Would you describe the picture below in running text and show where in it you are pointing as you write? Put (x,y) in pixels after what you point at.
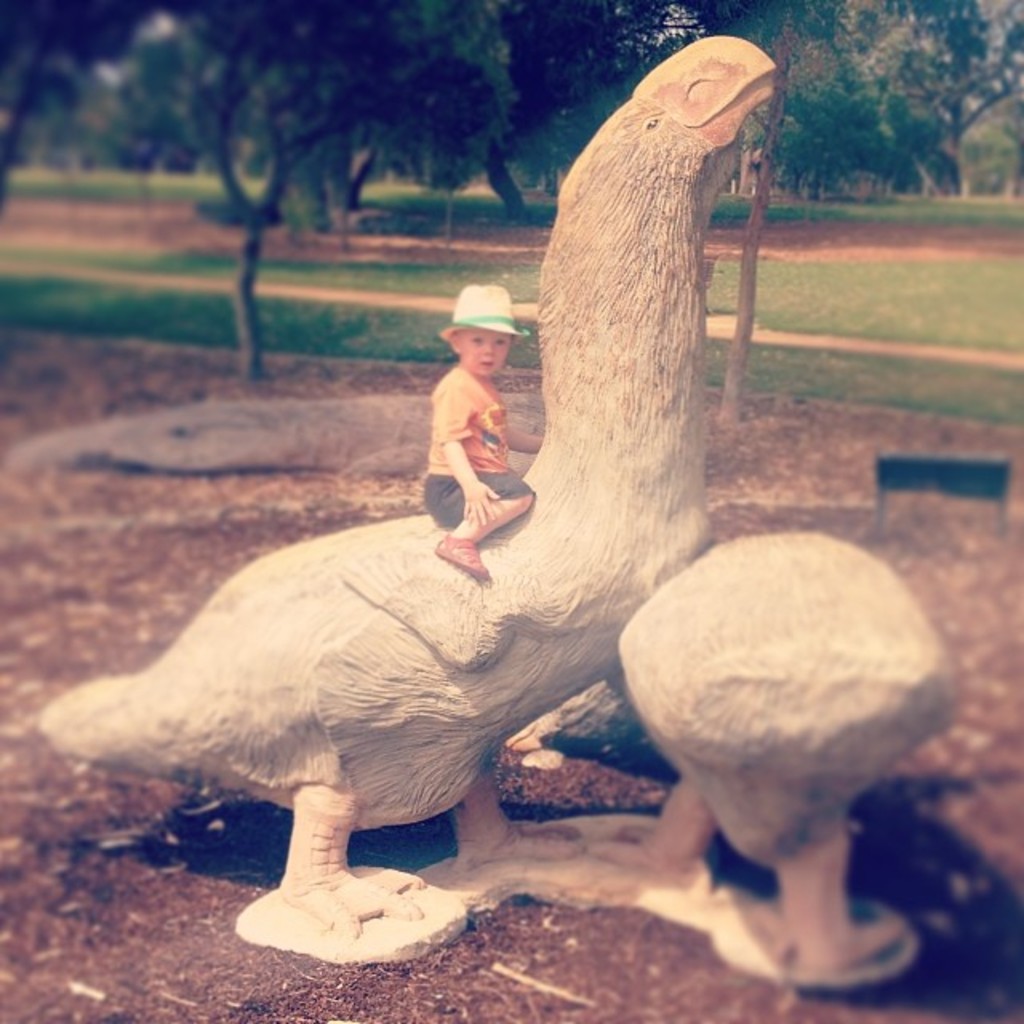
In this image I can see a baby (509,480) sitting on the duck statue (626,469). Back I can see few trees (248,18), board (996,484) and the green grass (955,405).
